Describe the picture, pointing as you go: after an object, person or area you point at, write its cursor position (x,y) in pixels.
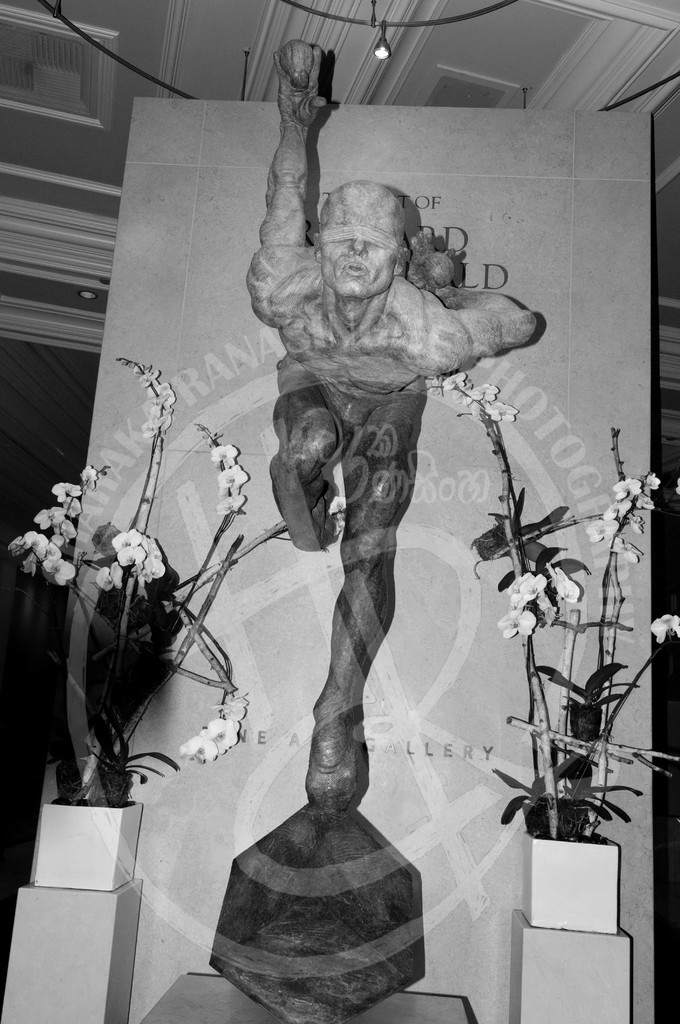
In this picture we can see a statue (345,328) in the front (345,328), on the left side (196,680) and right side (569,667) there are plants (601,796), we can see a board (446,525) in the background (449,487), there is some text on the board (440,615), we can see a light (386,49) at the top of the picture (384,61), it is a black and white image.
